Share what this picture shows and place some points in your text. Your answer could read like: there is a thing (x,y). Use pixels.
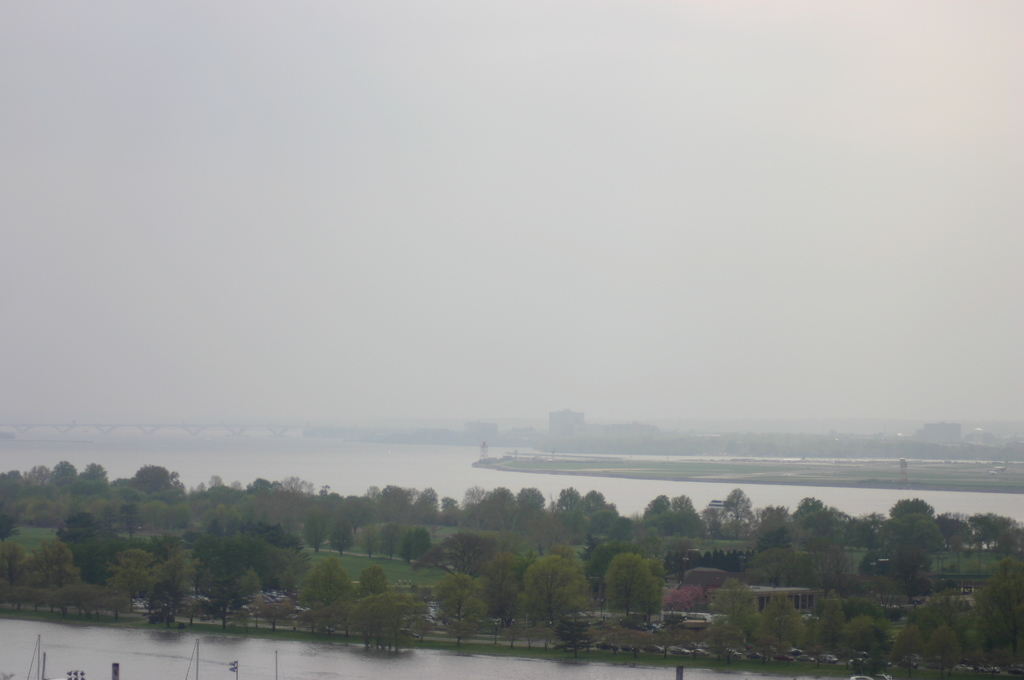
These are trees (998,623), this is water (381,459) and a sky (492,248).
